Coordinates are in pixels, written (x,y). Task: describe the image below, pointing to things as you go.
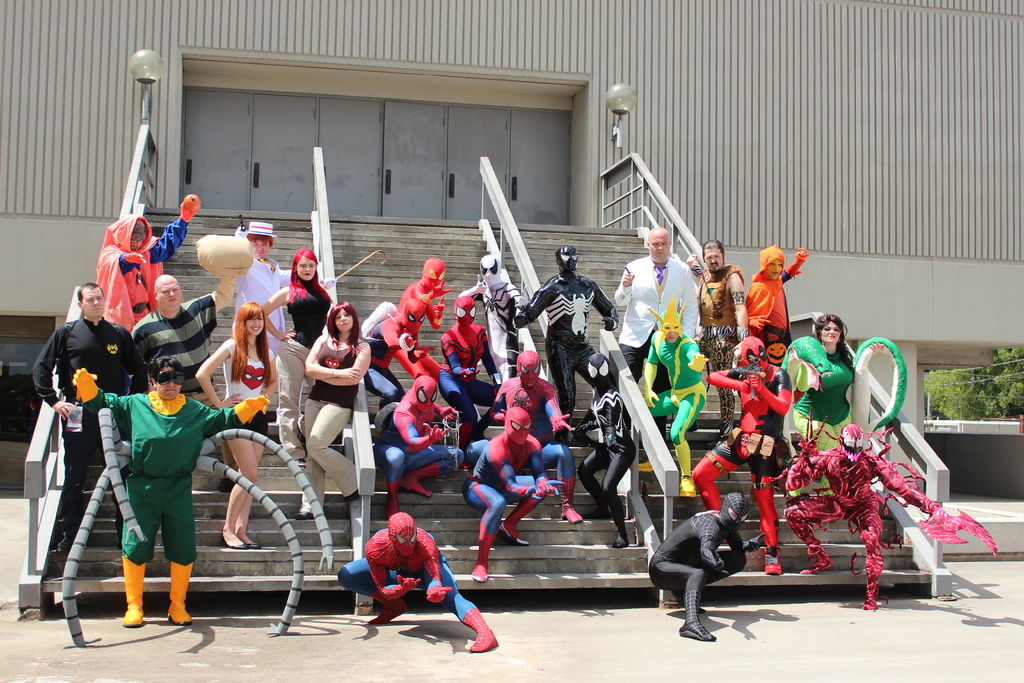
In this image there are group of people (175,531) in fancy dresses (387,366) are standing on the stairs (403,286), and there is a building (930,39) and there are trees (975,408).
